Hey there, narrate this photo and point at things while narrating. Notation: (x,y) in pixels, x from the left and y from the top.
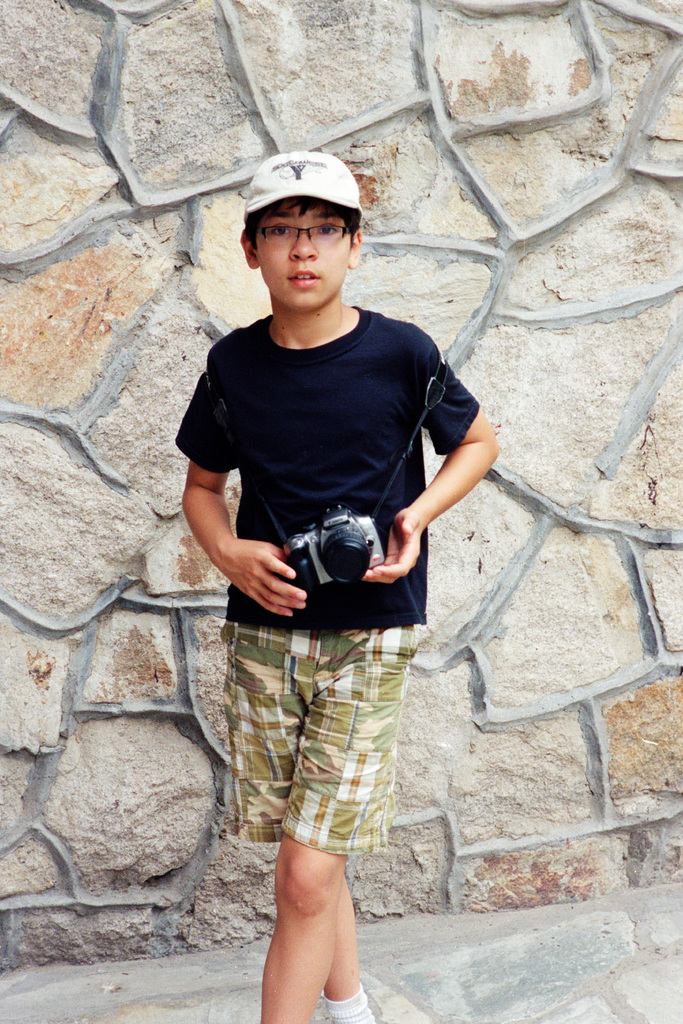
In this picture i could see a person (378,579) holding a camera (325,524) in his hands (299,590) wearing a black t shirt (329,447) and green colored short (329,705). In the background (384,294) i could see some stones (594,548).
